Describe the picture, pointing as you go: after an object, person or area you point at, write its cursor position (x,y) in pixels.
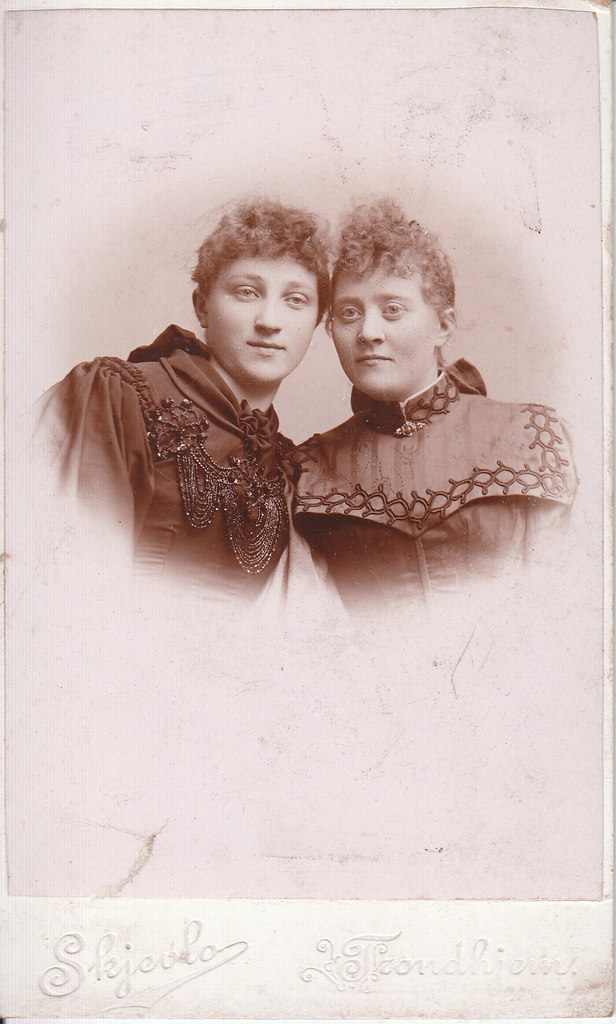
In this image we can see picture (441,249) of two persons (267,472). At the bottom of the image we can see text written on it.
